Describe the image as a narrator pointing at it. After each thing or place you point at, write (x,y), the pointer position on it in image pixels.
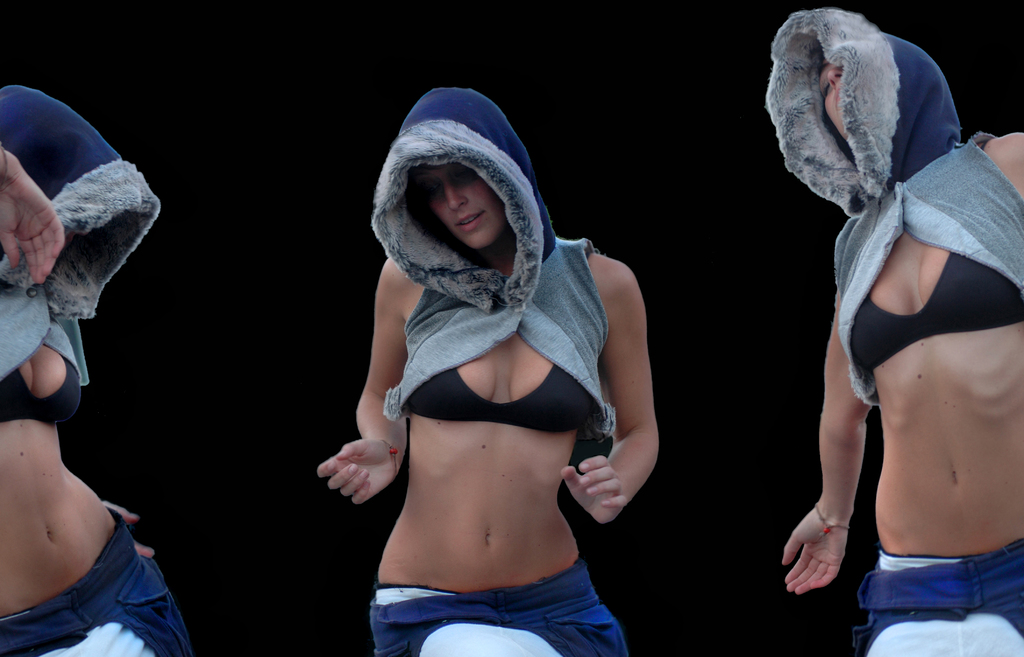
In this image we can see there are people (556,324) dancing and there is a dark background (262,566).
